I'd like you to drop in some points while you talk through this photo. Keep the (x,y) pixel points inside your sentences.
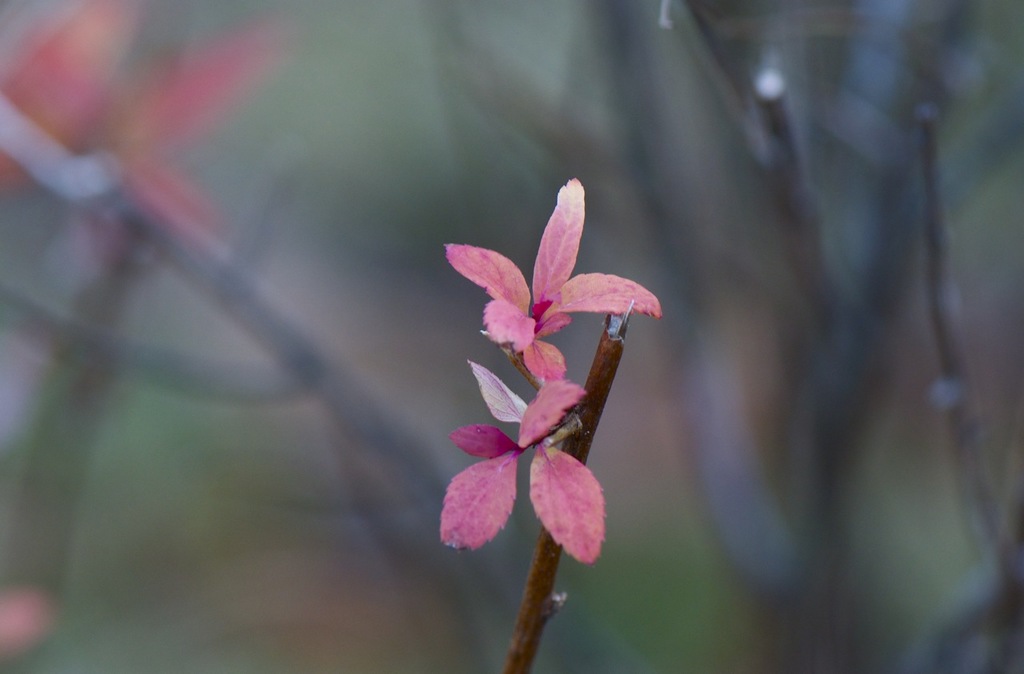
As we can see in the image there are plants (26,141) and the background (449,311) is blurred.
